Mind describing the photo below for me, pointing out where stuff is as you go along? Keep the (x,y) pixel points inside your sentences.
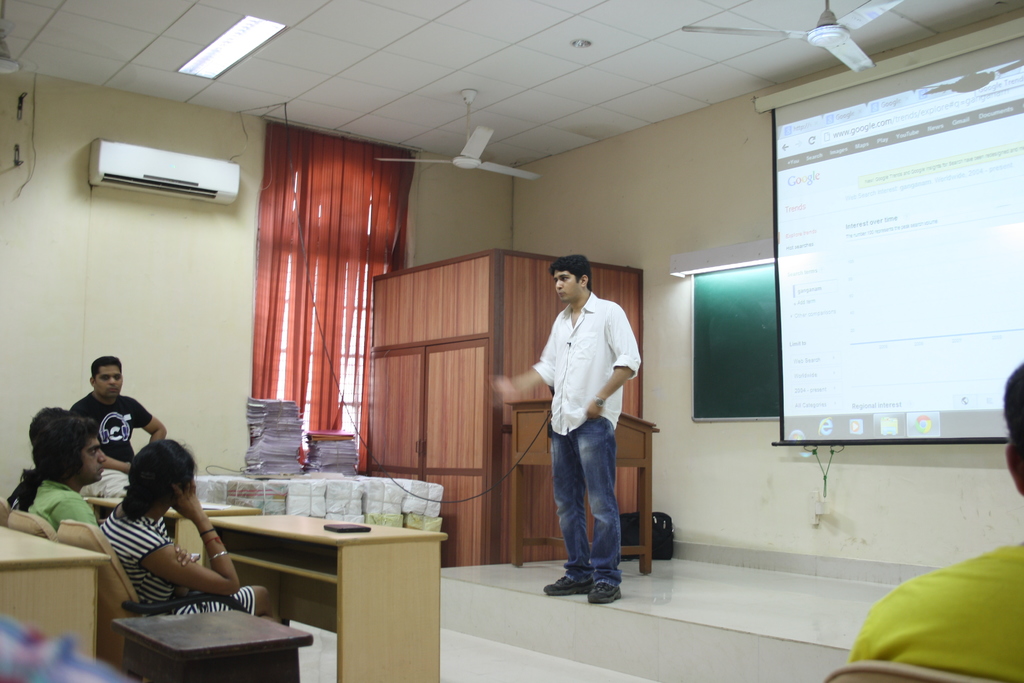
There is a room (409,140) consists of Ceiling light (237,35), Ceiling fan (488,141), Air Conditioner (197,167), Wall mounted board (759,308), Projector screen (872,241). Room (208,362) also includes group of people (18,496), bundle of papers (315,470), tables (213,516), chairs (74,527) and there are group of four persons (131,455) sitting on the chair (89,527) at the left side (95,460) and there is one man (569,304) standing in the center (580,407) and talking and on the right side (970,571) there is a person (965,577) sitting on the chair (880,670).
